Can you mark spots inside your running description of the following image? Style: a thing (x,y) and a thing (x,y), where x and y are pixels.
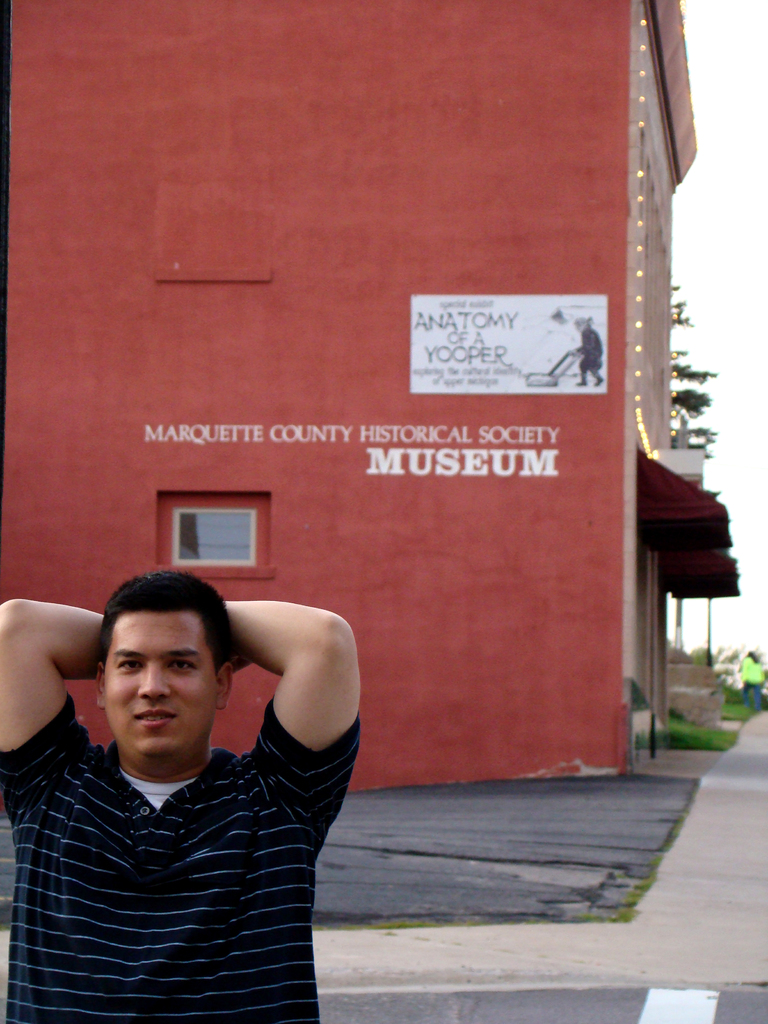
In this image we can see a person (162,863). In the background (574,199) there is a building (655,462), trees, road (628,888) and sky (723,229).
